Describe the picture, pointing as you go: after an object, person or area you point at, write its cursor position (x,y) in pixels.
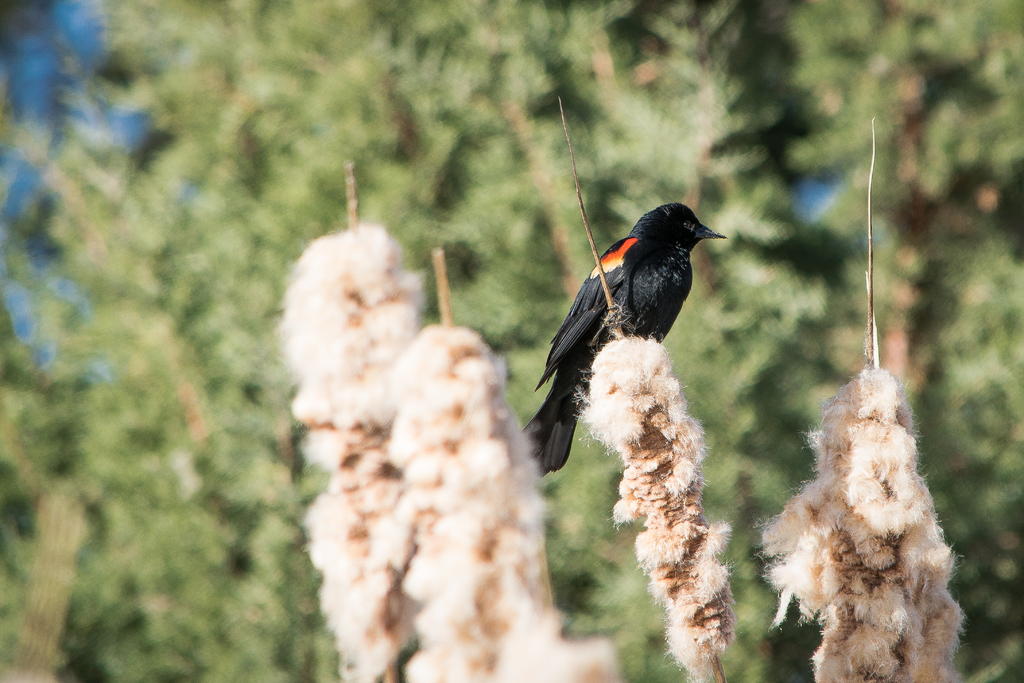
Here we can see a bird (562,455). There is a blur background (215,608) with greenery (989,431).
